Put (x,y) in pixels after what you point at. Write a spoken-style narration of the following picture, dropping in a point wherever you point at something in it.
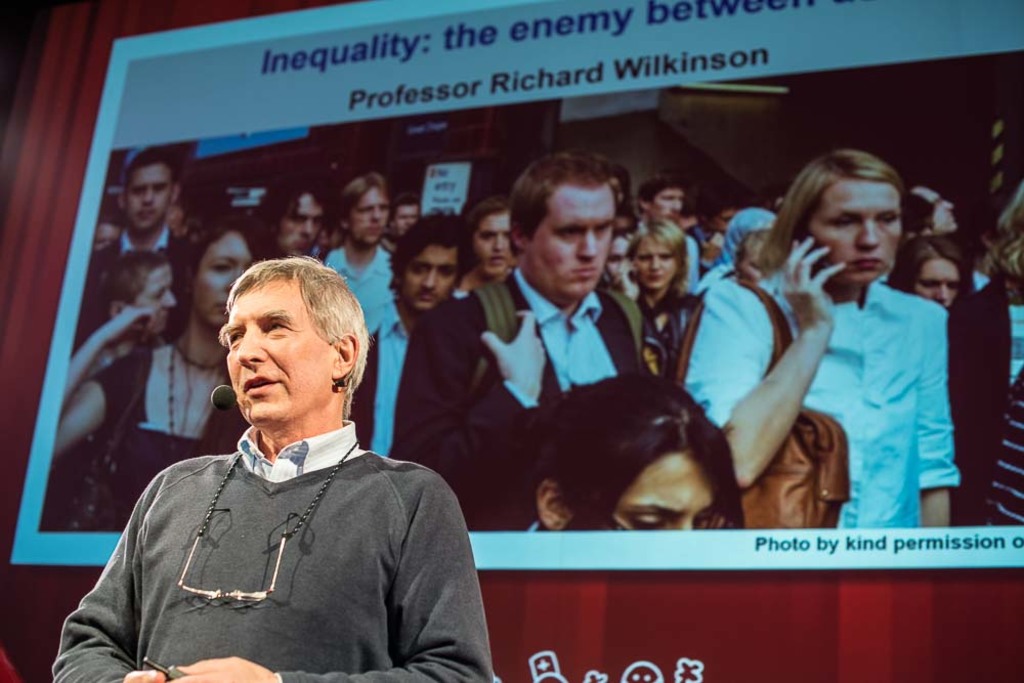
In this image, we can see a person (240,490) wearing glasses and a microphone (227,408) and holding an object (179,671). In the background (143,99), there is a banner (543,433) on the board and we can see some text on it and there are people (882,203).
